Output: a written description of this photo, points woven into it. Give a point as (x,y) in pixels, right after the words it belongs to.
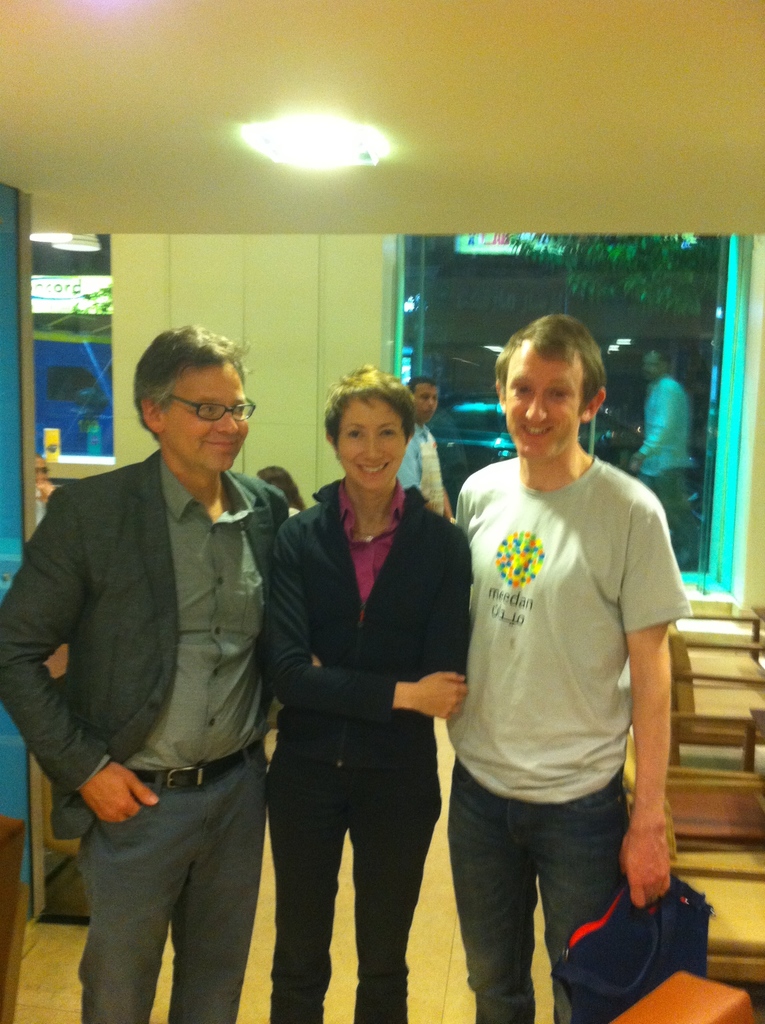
In front of the image there are three people (325,643) standing. There is a man (170,436) with spectacles (215,414) and another man (604,592) holding a bag (641,933). On the right side of the image (678,752) there are chairs (679,627). In the background (429,451) there are two men (429,410) and also there are trees (565,256). At the top of the image (341,91) there is a ceiling (347,223) with lights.
